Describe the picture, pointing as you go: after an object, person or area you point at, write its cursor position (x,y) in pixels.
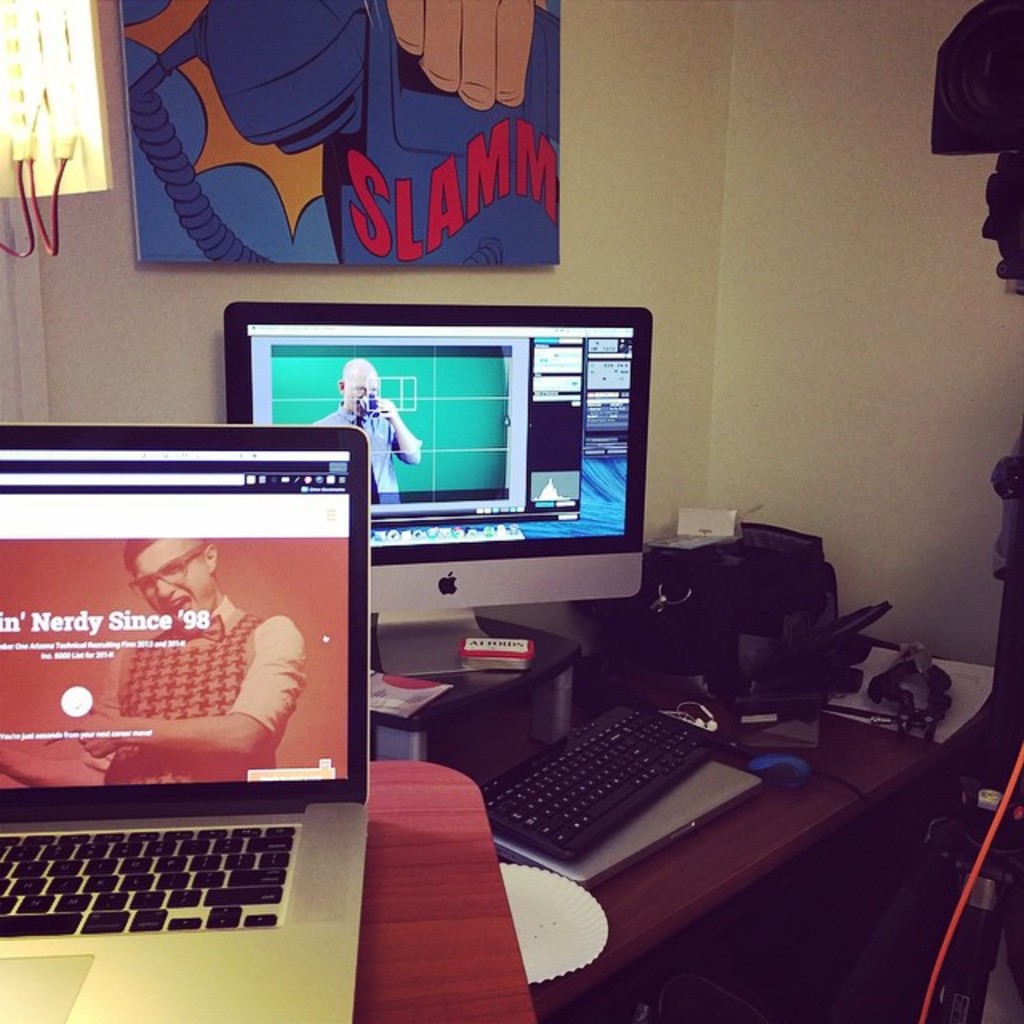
In this image I can see a table (679,888) and on this table (747,869) I can see a monitor (468,504), a keyboard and a bag (748,607). Here I can see a laptop (346,694).
